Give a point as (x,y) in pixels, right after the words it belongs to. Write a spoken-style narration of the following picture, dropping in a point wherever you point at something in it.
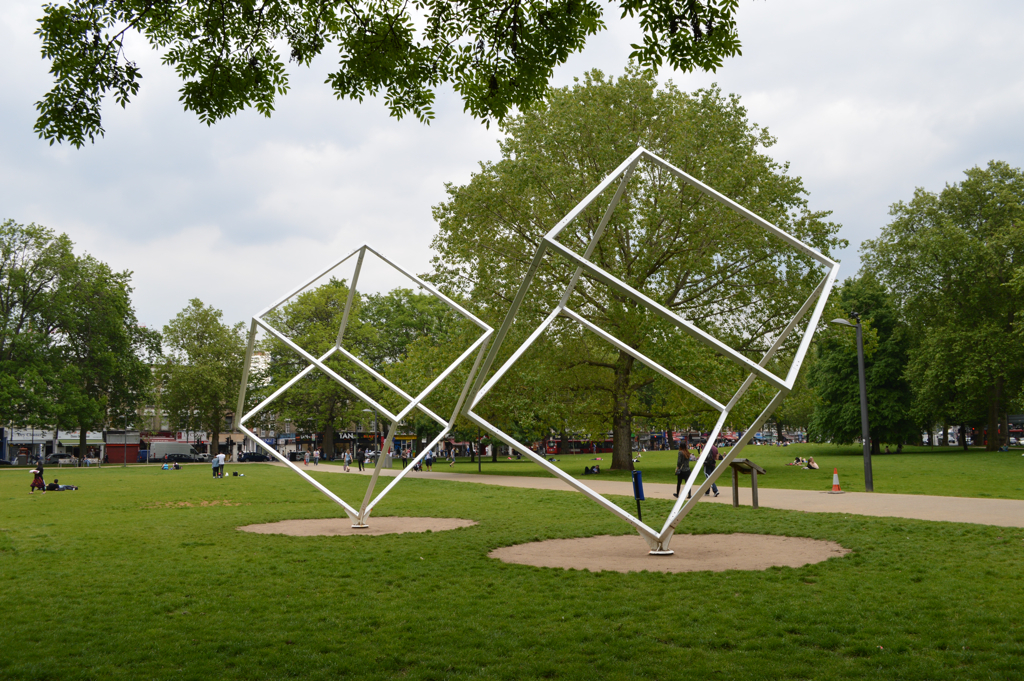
In this image we can see a grassy land (528,662). There are few objects (568,479) on the ground (564,491). There is a sky (271,194) in the image. There are many trees (199,409) in the image. There are few street lights (865,419) in the image. There are many people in the image. There are few buildings (129,452) in the image.
